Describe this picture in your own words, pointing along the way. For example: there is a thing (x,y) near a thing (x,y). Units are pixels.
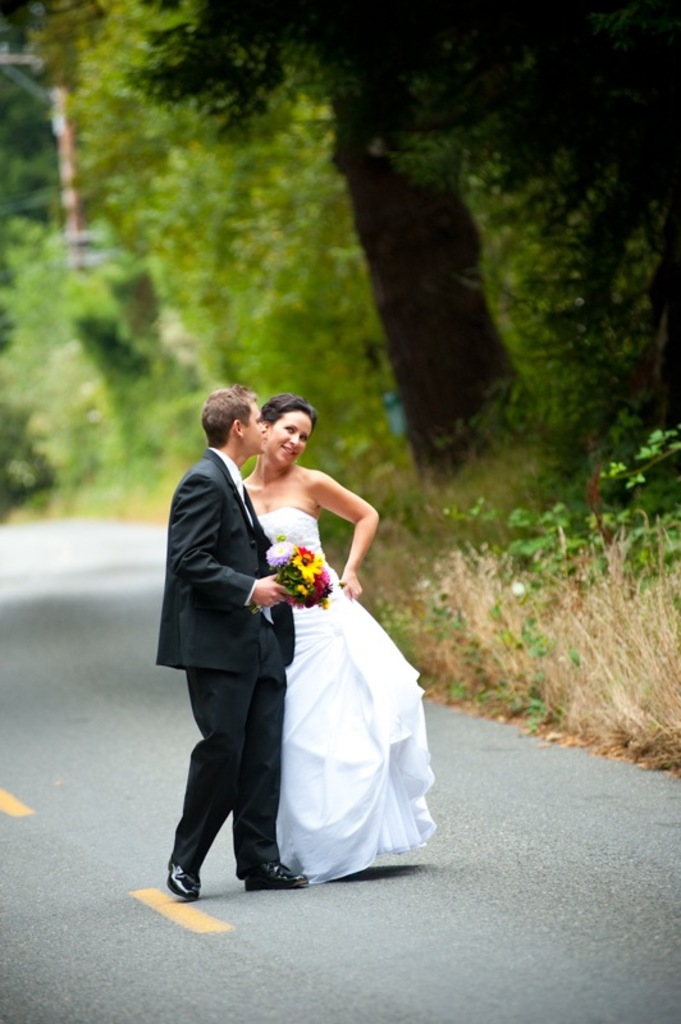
In the center of the image (349,681), we can see a man (288,617) and a lady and the man (256,582) is holding flowers (290,586) in his hand (277,598). In the background (357,305), there are trees (443,407). At the bottom (407,943), there is road (523,888).
